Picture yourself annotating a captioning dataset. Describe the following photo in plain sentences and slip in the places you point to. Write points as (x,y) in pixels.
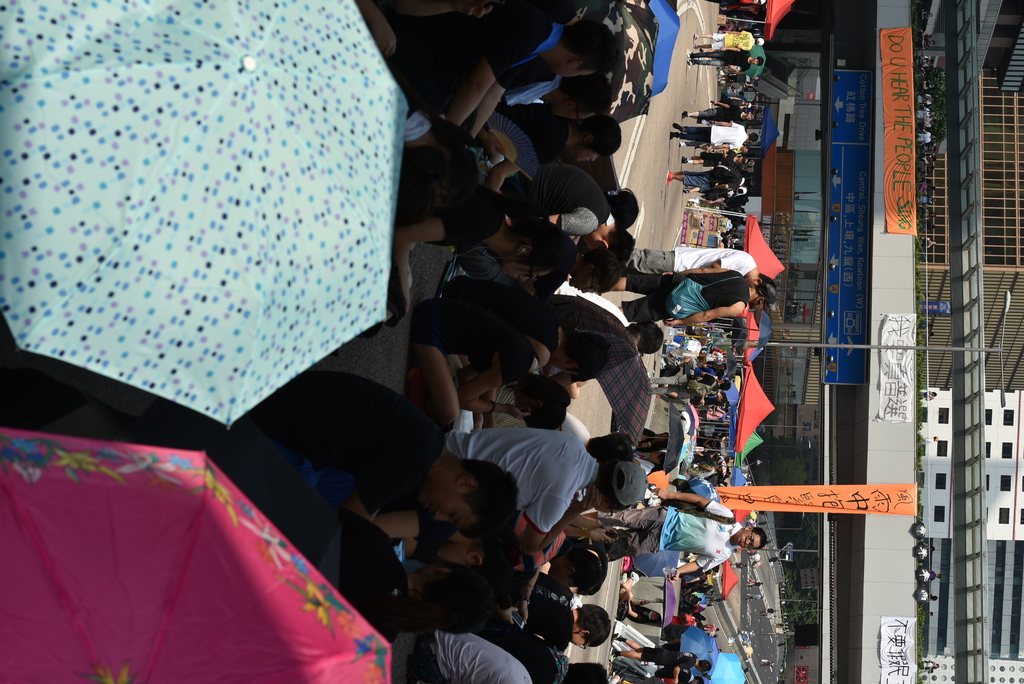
In this image there are group of people (505,305) sitting and holding the umbrellas (263,159), group of people (715,192) standing, banners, buildings (772,182), name board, plants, stalls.
